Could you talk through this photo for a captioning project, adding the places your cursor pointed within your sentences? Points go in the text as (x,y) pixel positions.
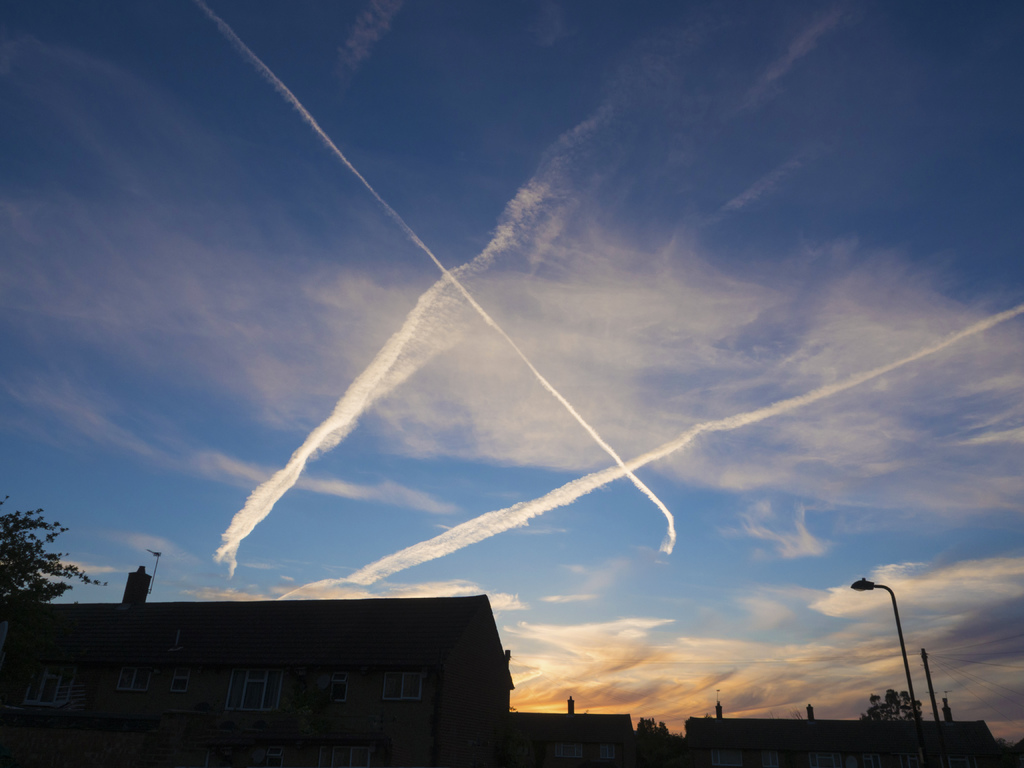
In the picture I can see the houses (709,765) at the bottom of the image (474,693). I can see the windows (137,684) of the houses (618,716). I can see a light pole (895,614) on the bottom right side of the picture (897,614). There are clouds (741,383) in the sky (597,287). I can see the trees (30,634) in the picture.
